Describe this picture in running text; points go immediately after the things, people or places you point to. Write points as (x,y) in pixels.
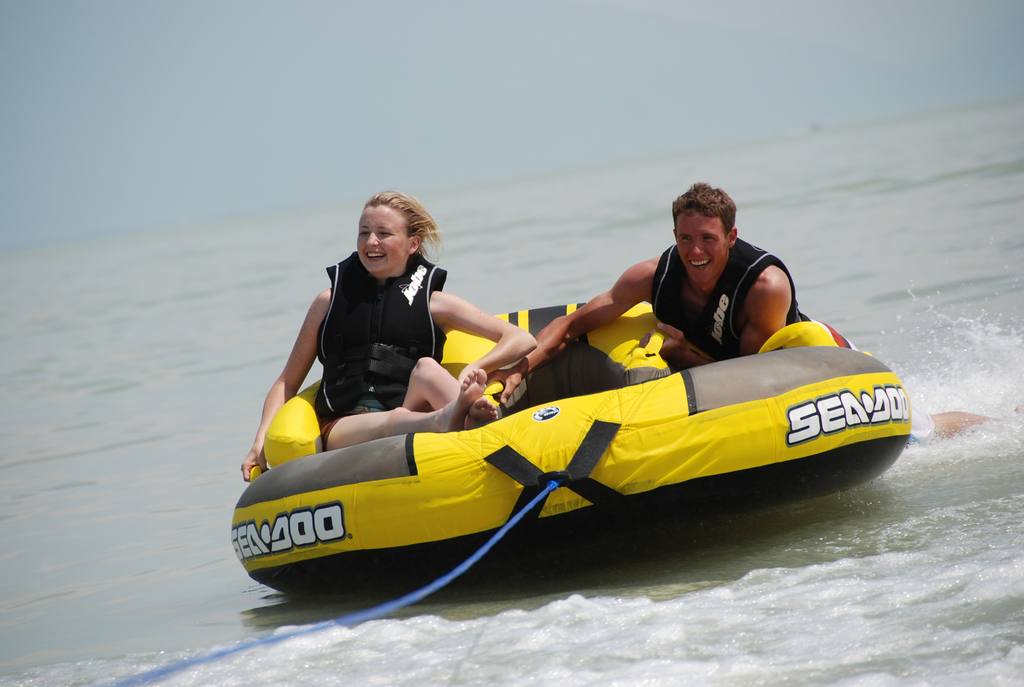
In this image, in the middle (384,320), we can see two people (700,315) man (680,294) and woman (384,320) are sitting on the boat (891,400). In the middle of the image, we can see a wire (520,512) which is in blue color and the wire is attached to a boat (690,496). In the background (704,155), we can see water (820,507) in an ocean (820,507). At the top (144,18), we can see a sky (670,6).
